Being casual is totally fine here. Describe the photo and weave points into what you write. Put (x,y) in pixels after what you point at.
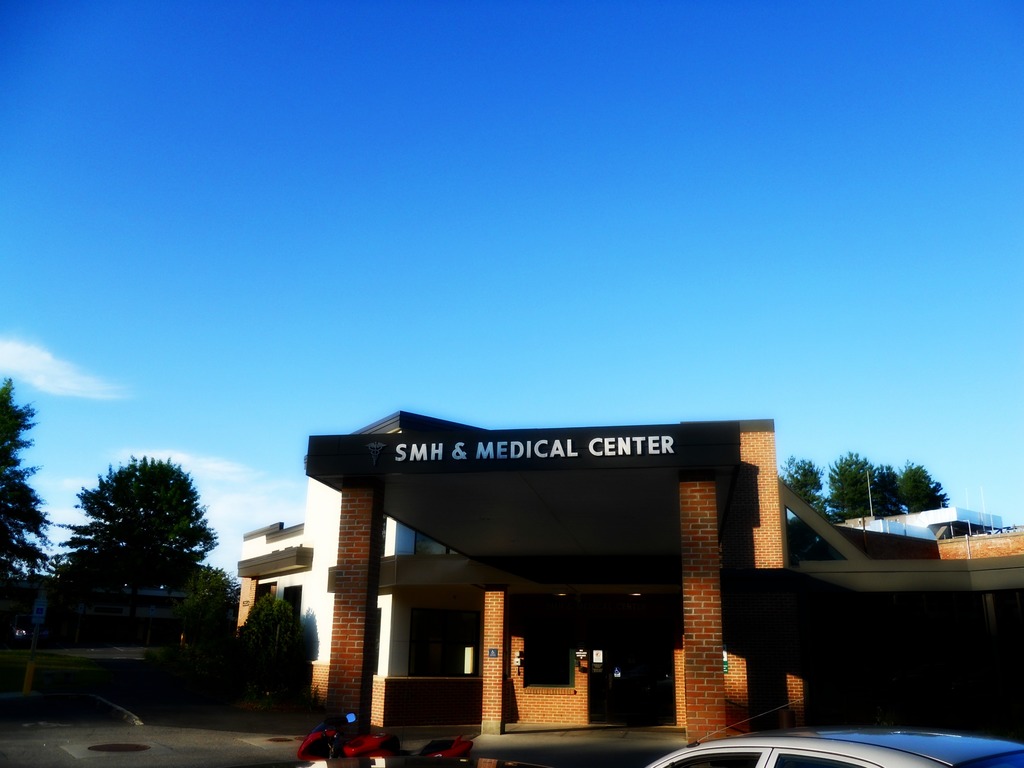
In this image we can see a clear and blue sky (537,235). A motorbike (380,741) and a car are parked at the bottom of the image (408,742). There are many trees (88,554) in the image.
